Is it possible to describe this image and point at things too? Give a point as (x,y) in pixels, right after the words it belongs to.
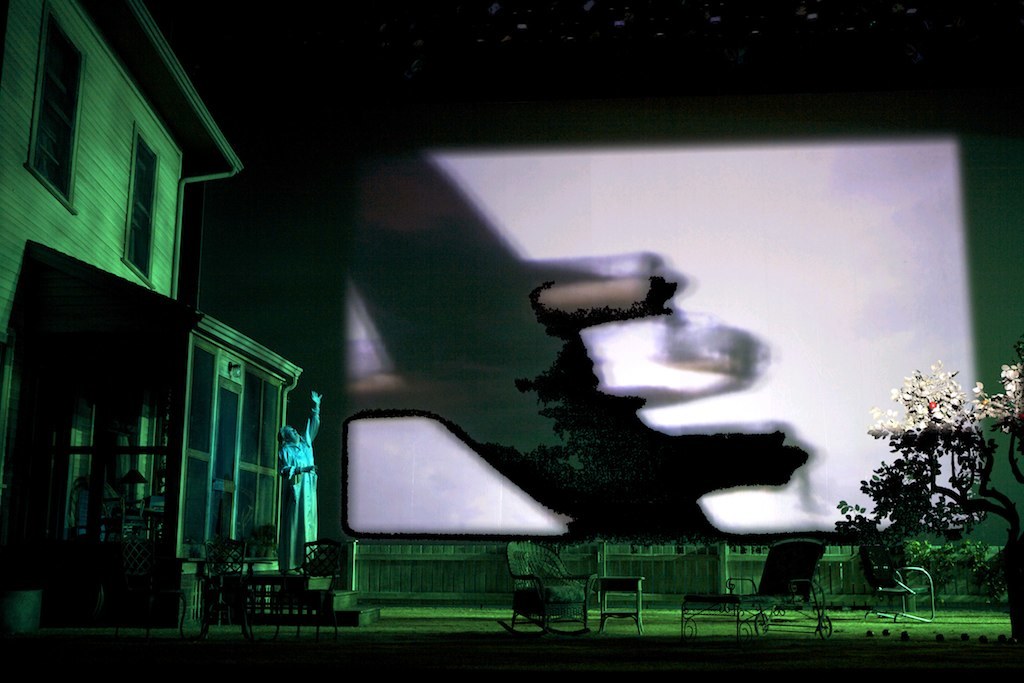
In this picture we can see a person (285,517) on the left side (301,536), there are some chairs (559,598) and benches (778,602) at the bottom (330,570), on the right side (982,489) there is a tree (974,486), it looks like a screen (503,363) in the background (763,308), on the left side (194,328) there is a building (120,231).
